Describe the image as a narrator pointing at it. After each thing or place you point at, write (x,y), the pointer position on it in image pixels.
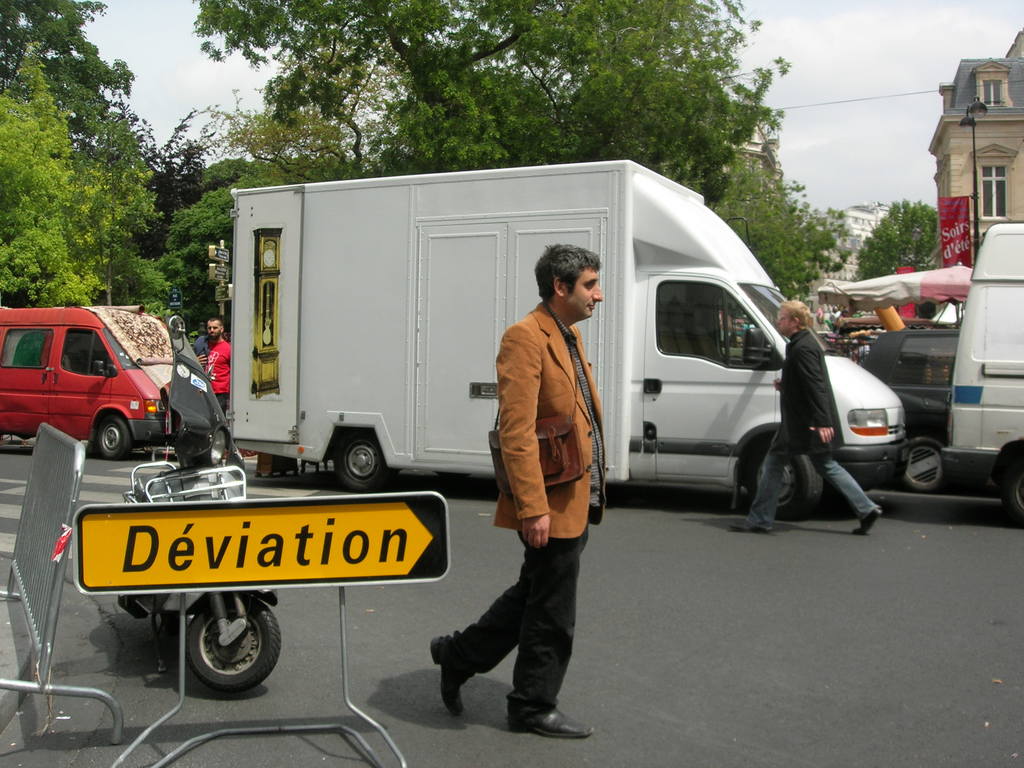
In this image, we can see people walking and there are vehicles (391,450), a stand (70,469) and a board (240,571) are on the road (800,576). In the background (469,102), there are trees (729,173), buildings (964,171), tents (907,283), sign boards (965,249) and there are poles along with wires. At the top (928,194), there is sky (848,90).
